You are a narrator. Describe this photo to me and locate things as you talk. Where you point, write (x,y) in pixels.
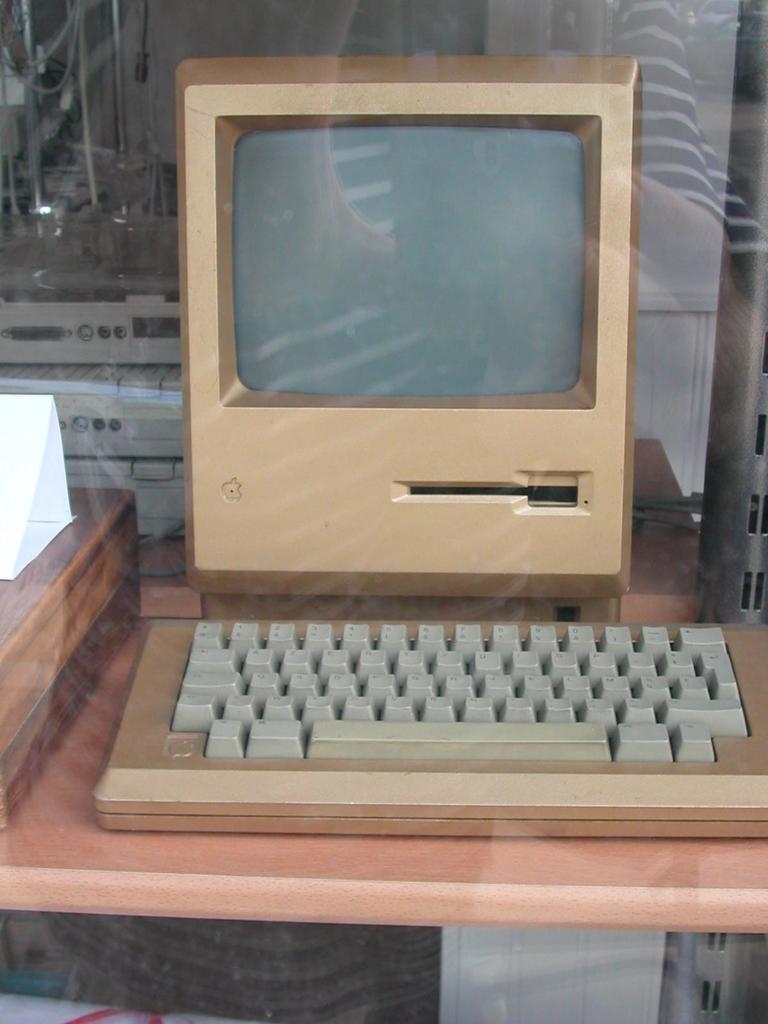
In this image, we can see a monitor (407,435), keyboard (425,712) and wooden object (75,641) are placed on the wooden surface (347,840). Here we can see a glass (751,265). On the glass (501,943) we can see person reflection (655,220). Background (680,313) we can see few things (6,326) and rods (746,170).
